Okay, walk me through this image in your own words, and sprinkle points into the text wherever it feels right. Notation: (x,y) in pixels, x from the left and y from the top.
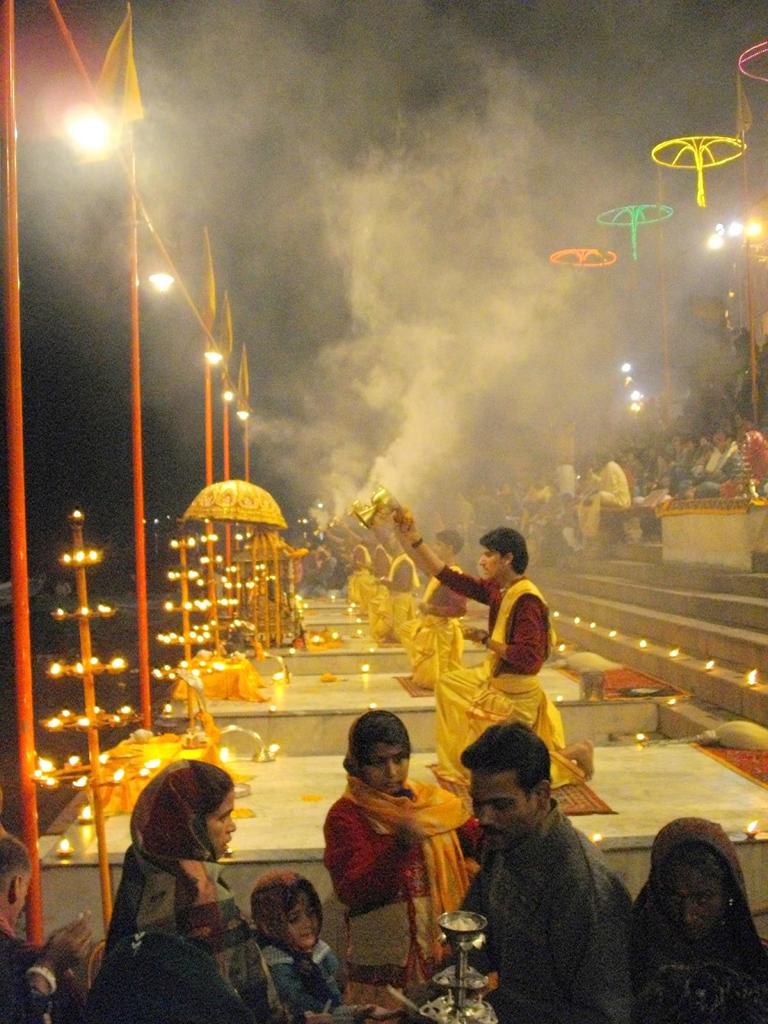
In this image at the bottom (347,939) there are a group of people (436,935), at the bottom (588,965) there are some people (410,531) who are holding something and it seems that they are praying. In front of them there are diyas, poles (211,558), flags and some flowers (304,554) and some objects (191,708). And on the right side of the image (647,495) there are some people (564,507) who are sitting on stairs (627,639), and there are some diyas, lights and some smoke (487,436) is coming out and at the top (282,35) there is sky (235,67).
